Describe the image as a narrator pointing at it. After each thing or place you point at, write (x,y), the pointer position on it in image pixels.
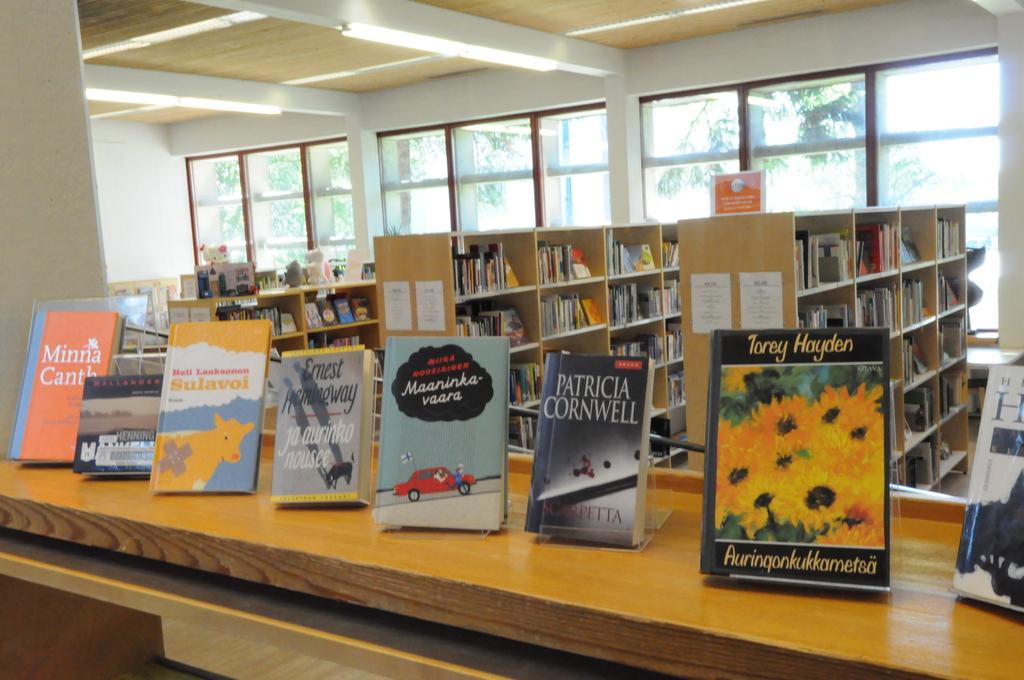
In this picture we can see a wooden platform (457,584) in the front (367,579), there are some books (806,505) present on the platform (444,605), in the background (622,280) there are some racks (792,288), we can see some books (808,272) present on these racks (450,303), there are some papers (430,300) pasted on these racks (355,324), in the background (885,123) we can see glass windows (509,172), from the glasses (671,188) we can see trees (707,150).
